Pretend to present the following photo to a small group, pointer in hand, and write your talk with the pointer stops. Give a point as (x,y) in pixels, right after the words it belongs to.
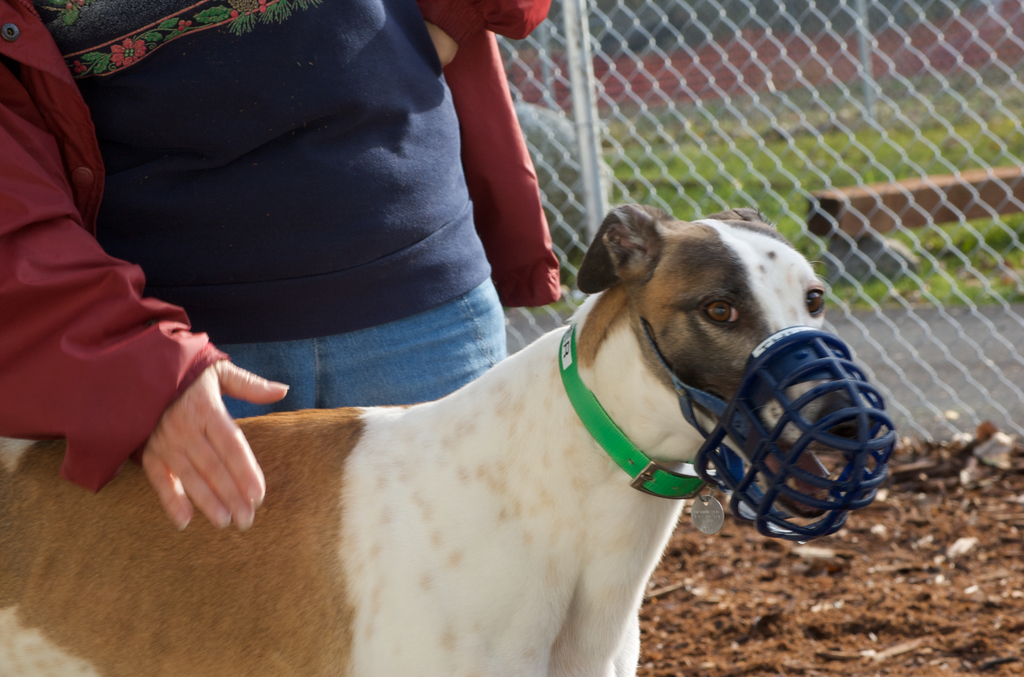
This image consists of a dog (214,625) in white and brown color. Beside that there is a person (337,321) standing is wearing red jacket (182,354). At the bottom (920,593), there is ground (920,593). In the background (638,90), there is a fencing (973,231).
